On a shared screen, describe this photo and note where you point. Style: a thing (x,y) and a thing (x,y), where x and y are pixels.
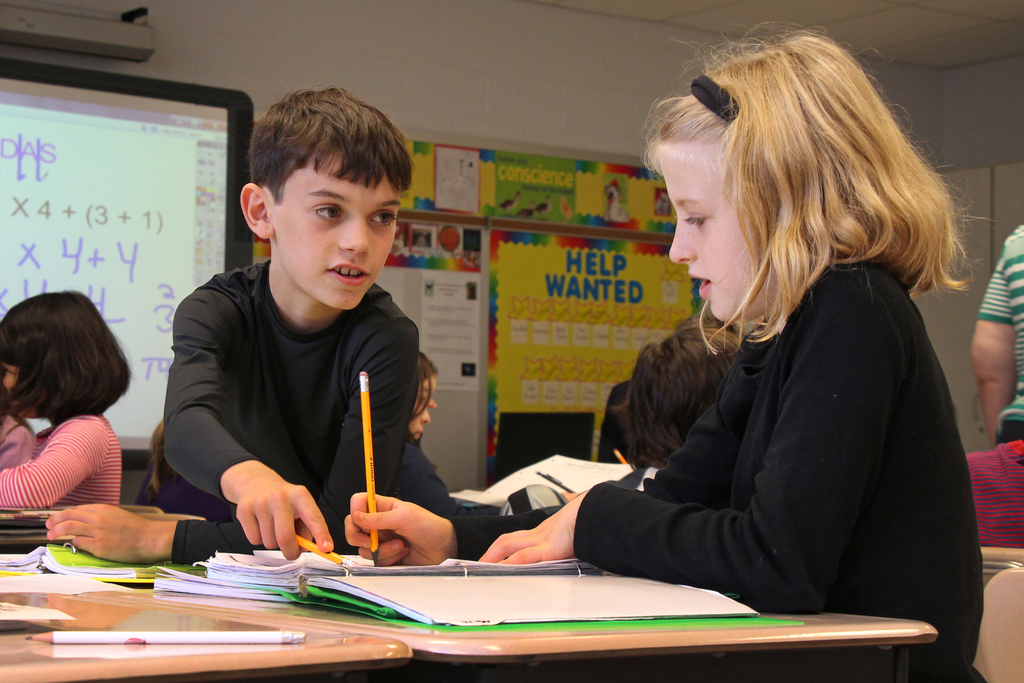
In the center of the image (388,378) we can see two kids (694,534) and they are holding pencils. In front of them, there is a table (142,599). On the table (449,639), we can see books (333,572), one pencil (296,632) and a few other objects (342,603). In the background (401,240) there is a wall (287,27), roof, screen (112,226), monitor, posters (525,297), few people (118,361) are sitting, one person (1011,288) is standing and a few other objects (1013,203).
